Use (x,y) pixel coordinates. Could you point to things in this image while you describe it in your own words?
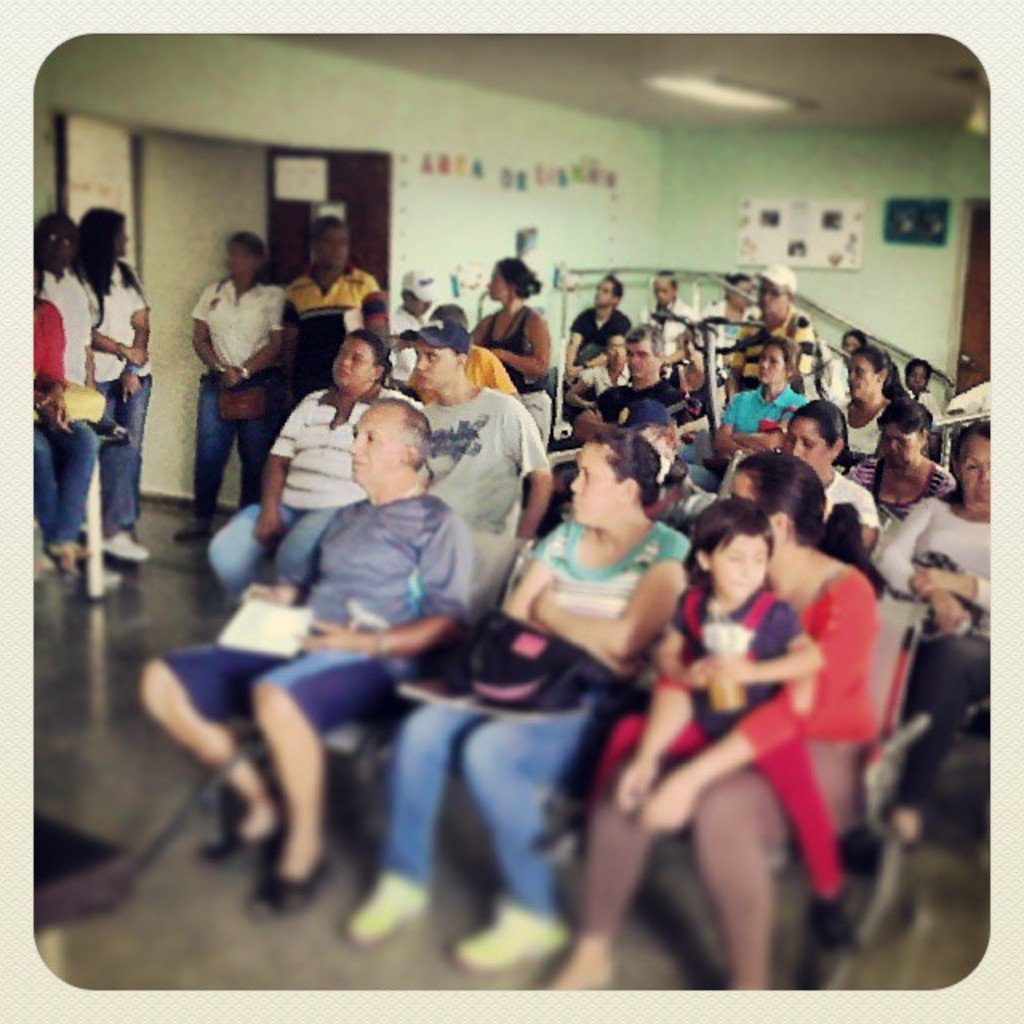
In this image there are a few people (663,616) sitting in chairs (735,457), beside them there are a few people (303,375) standing, behind them there are some posters (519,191) attached to the wall (509,215) and there is a metal rod fence (603,276) and there is a door (966,285).
